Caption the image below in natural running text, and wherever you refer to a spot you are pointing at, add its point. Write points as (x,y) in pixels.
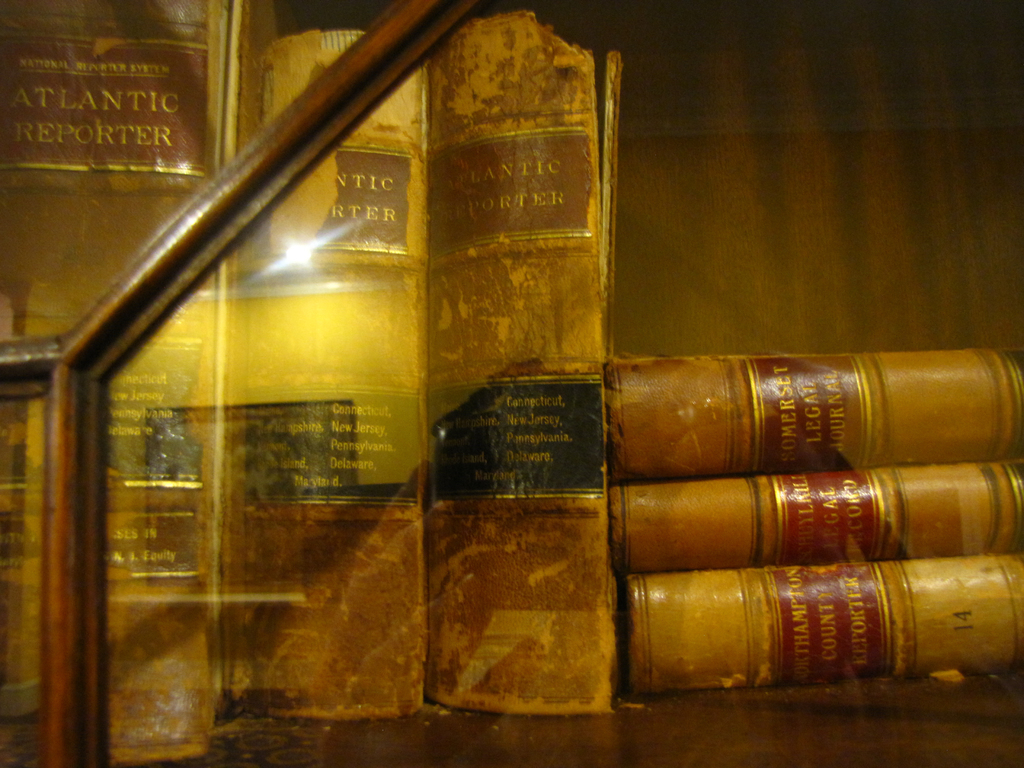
In this image we can see books (352,419) on the surface (835,763).
